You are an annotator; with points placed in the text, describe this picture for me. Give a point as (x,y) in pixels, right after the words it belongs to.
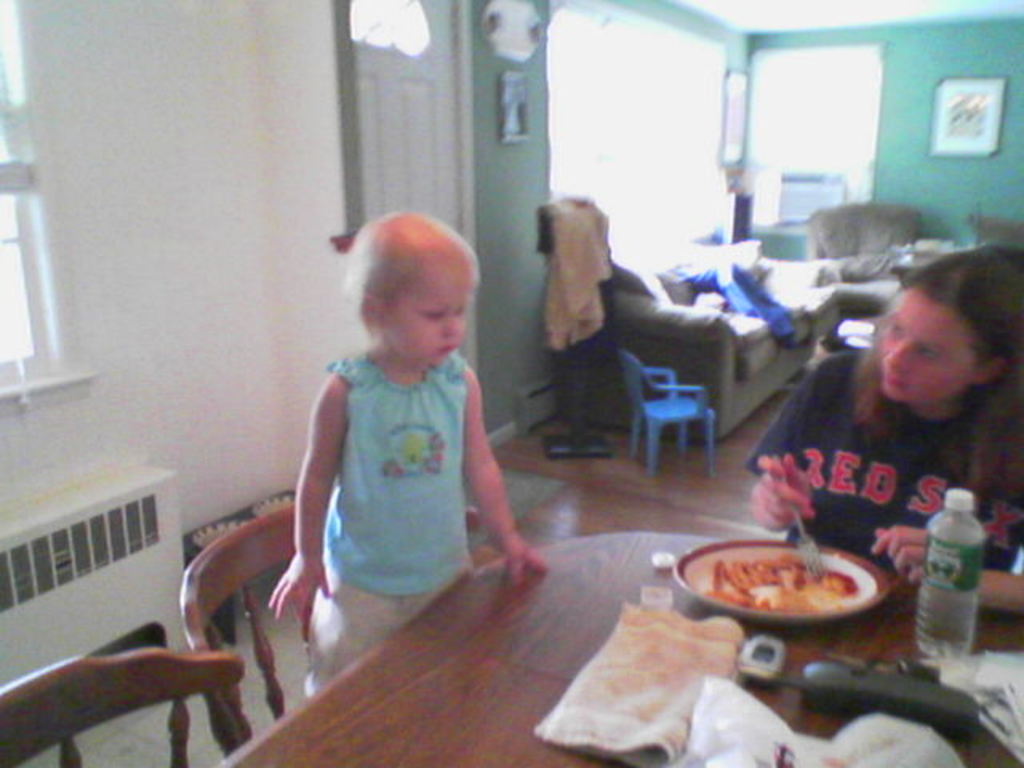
This picture is clicked inside the room (282,489). On the right corner (869,404) there is a person (854,407) wearing t-shirt (807,466), holding a fork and sitting on the chair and we can see a water bottle (949,537), platter (832,597) containing food item (804,600), napkin (670,712) and some other items (729,727) are placed on the top of the wooden table (443,708). On the left (313,454) there is a kid (401,395) wearing blue color t-shirt (407,397) and standing on the wooden chair (221,548). On the left corner (95,670) we can see a wooden chair (59,676) and some other objects (159,561) are placed on the ground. In the background (991,110) we can see a picture frame (951,136) hanging on the wall (541,154) and we can see the door (373,90) and windows (754,126) and we can see a blue color chair (680,402) and we can see the sofas (710,330) and many other objects (581,273).
